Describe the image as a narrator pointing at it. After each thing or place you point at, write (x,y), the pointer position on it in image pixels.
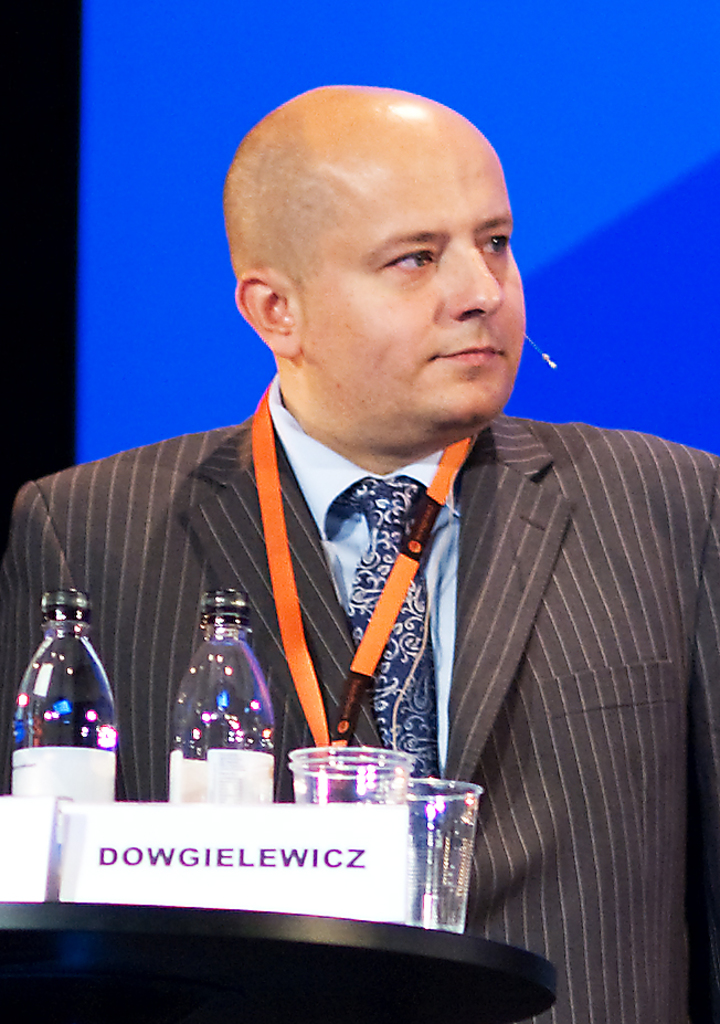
In this picture we can see a man (681,766) who wear a black suit (553,652). These are the bottles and glasses (404,792).
